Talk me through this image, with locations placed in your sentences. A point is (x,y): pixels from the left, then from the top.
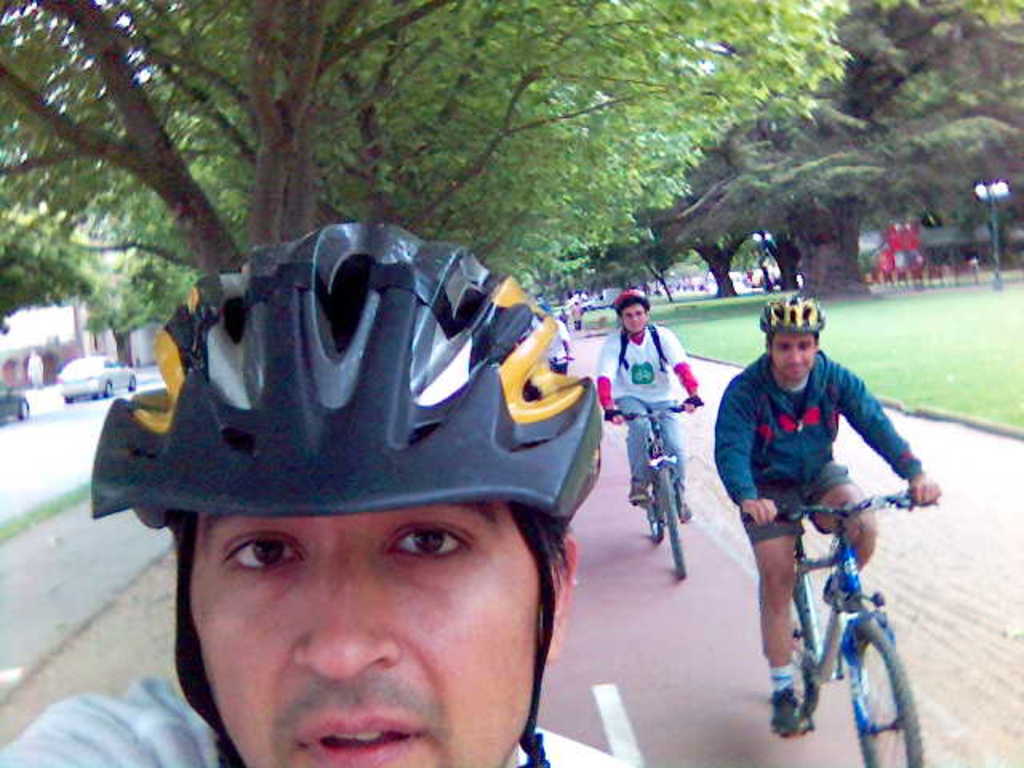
In this picture I can see there are few people (723,429) riding the bi-cycles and they are wearing helmets (441,276) and there is grass (901,332) on right side (900,318) and there are few cars (68,395) parked here on the road (81,403) and there are trees (40,302) and a pole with a lamp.
